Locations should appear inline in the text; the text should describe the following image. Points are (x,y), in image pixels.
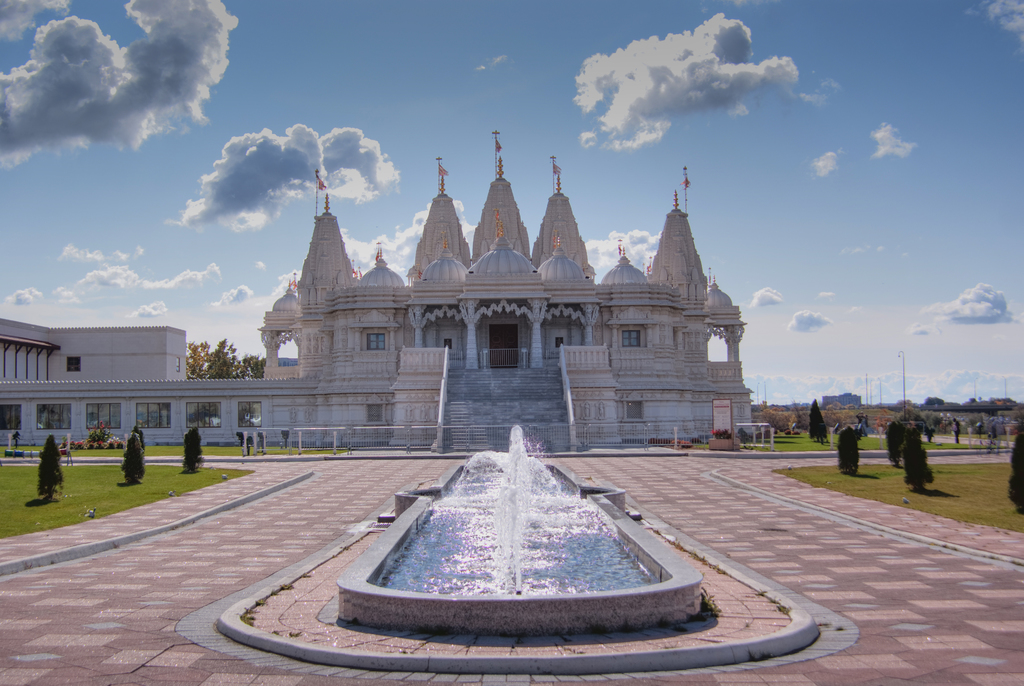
In this image there is a staircase (497,423) before it. Left side (19,426) there is a building (140,400). Before it there are few plants (189,456) on the grassland (230,454). Bottom of image (516,587) there is a fountain (521,546). Right side (897,422) there are few plants (843,443) on the grassland (980,505). A person's (931,426) standing on the grassland (974,490). Top of image (575,161) there is sky (884,202) with some clouds (343,129).
